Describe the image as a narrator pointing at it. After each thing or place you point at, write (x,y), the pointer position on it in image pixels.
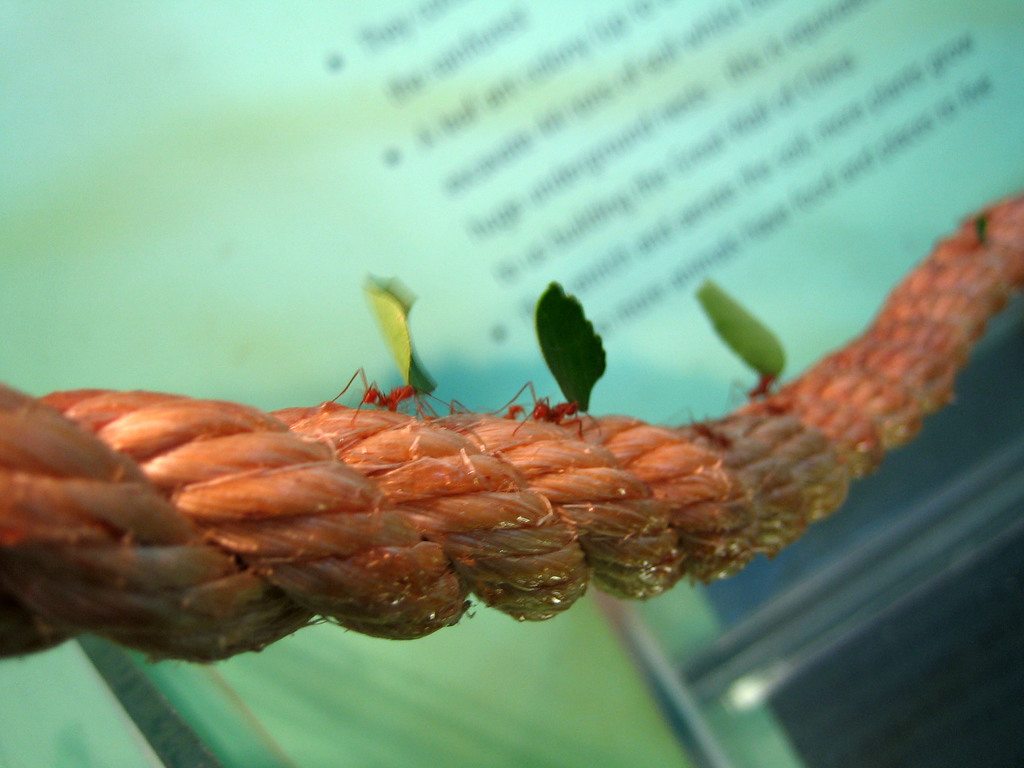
In this image, we can see a rope (619,509), ants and leaves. Background (203,227) there is a blur view. Here we can see some text (619,193) and rod (746,656).
